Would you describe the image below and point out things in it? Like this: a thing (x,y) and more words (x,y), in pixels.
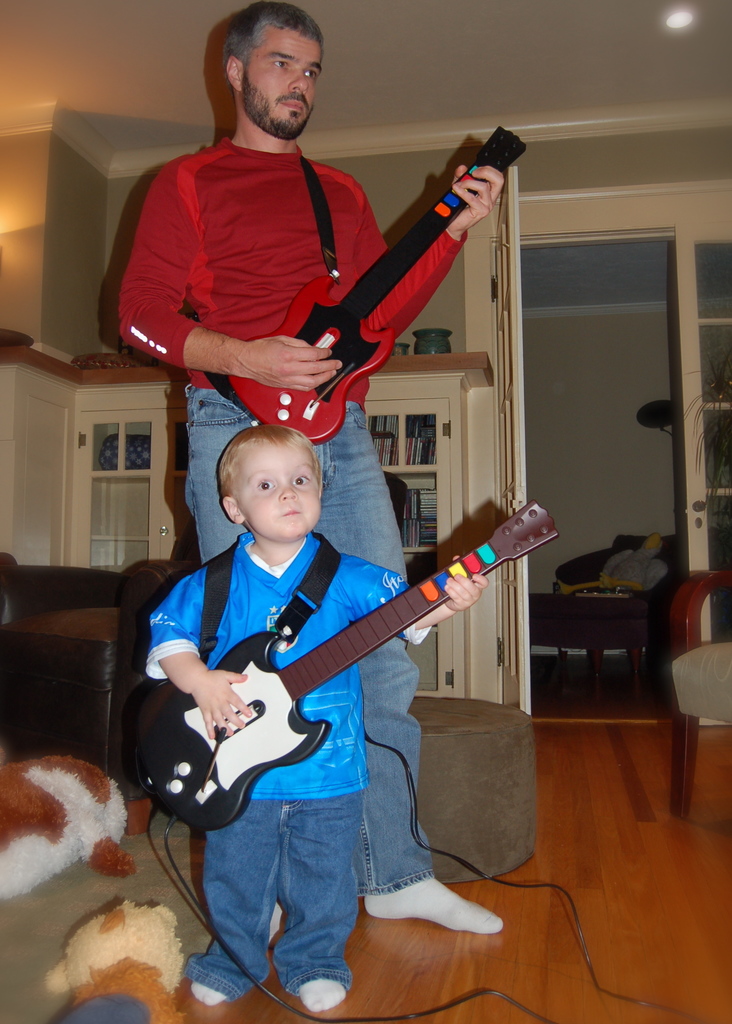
In the image we can see there are people (321,449) who are holding guitar (169,722) in their hand (456,231).
